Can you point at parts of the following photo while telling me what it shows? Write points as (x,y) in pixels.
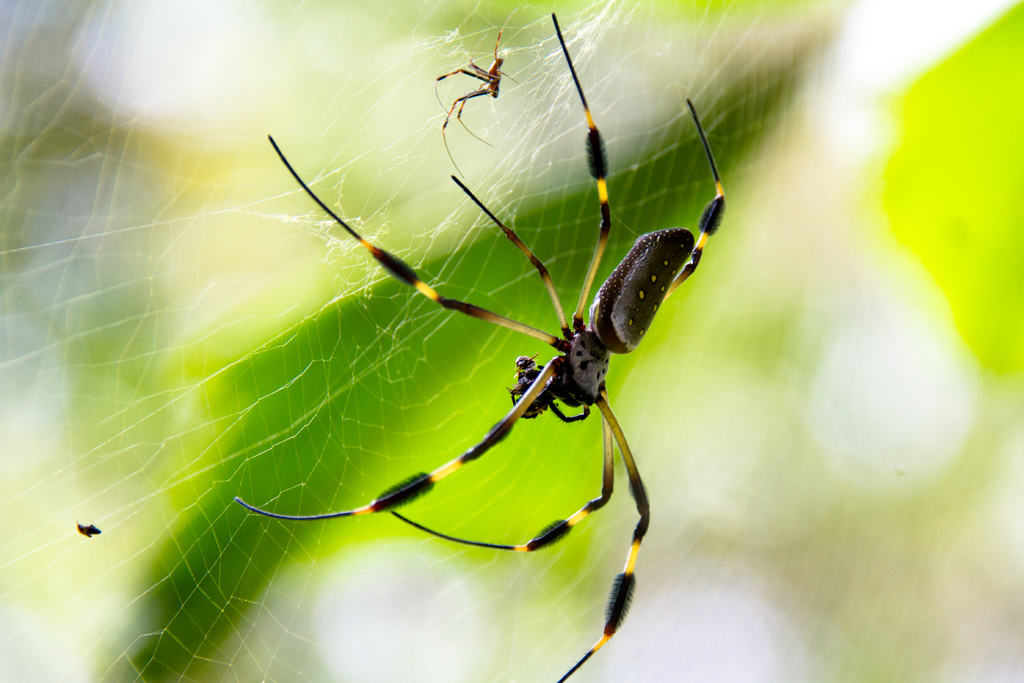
In the middle of this image (641,237), there is a spider (641,237) in black and yellow color combination on a web (513,167), on which there is another spider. And the background (225,90) is blurred.
